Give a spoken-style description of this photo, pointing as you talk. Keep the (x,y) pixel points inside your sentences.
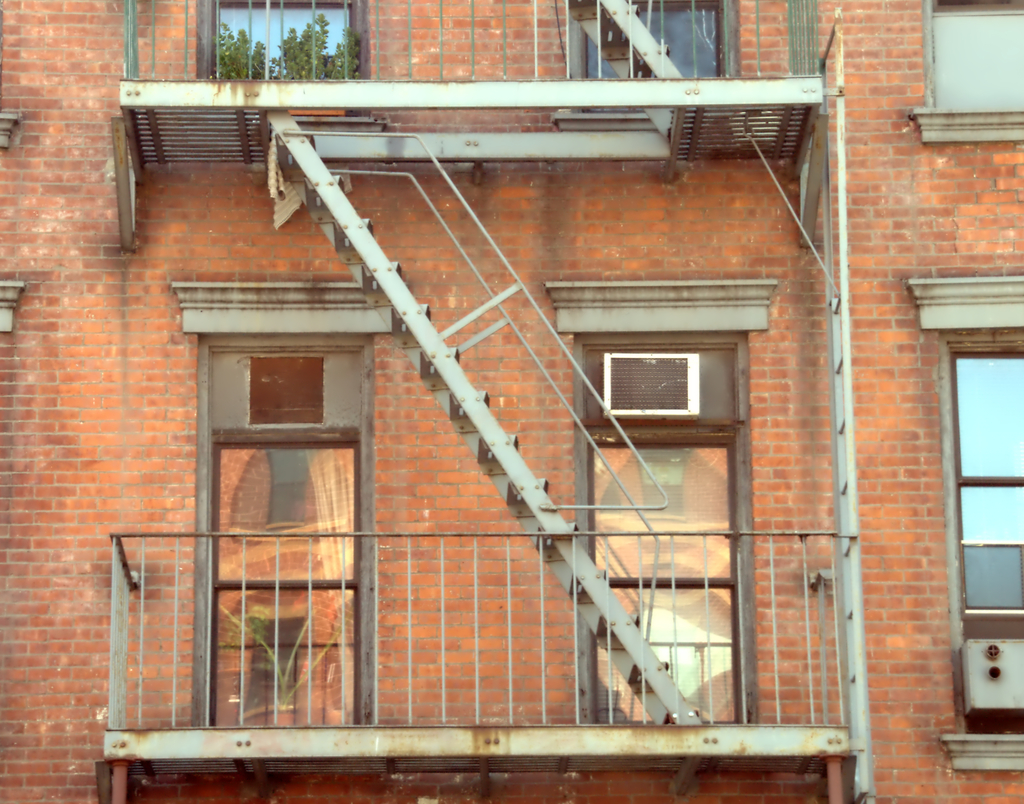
In this image I can see a building (619,249) with brick walls (619,249). I can see windows (695,453), a metal construction of stairs (838,302) and a balcony (671,566) in the center (486,413) attached to the building (149,432).
